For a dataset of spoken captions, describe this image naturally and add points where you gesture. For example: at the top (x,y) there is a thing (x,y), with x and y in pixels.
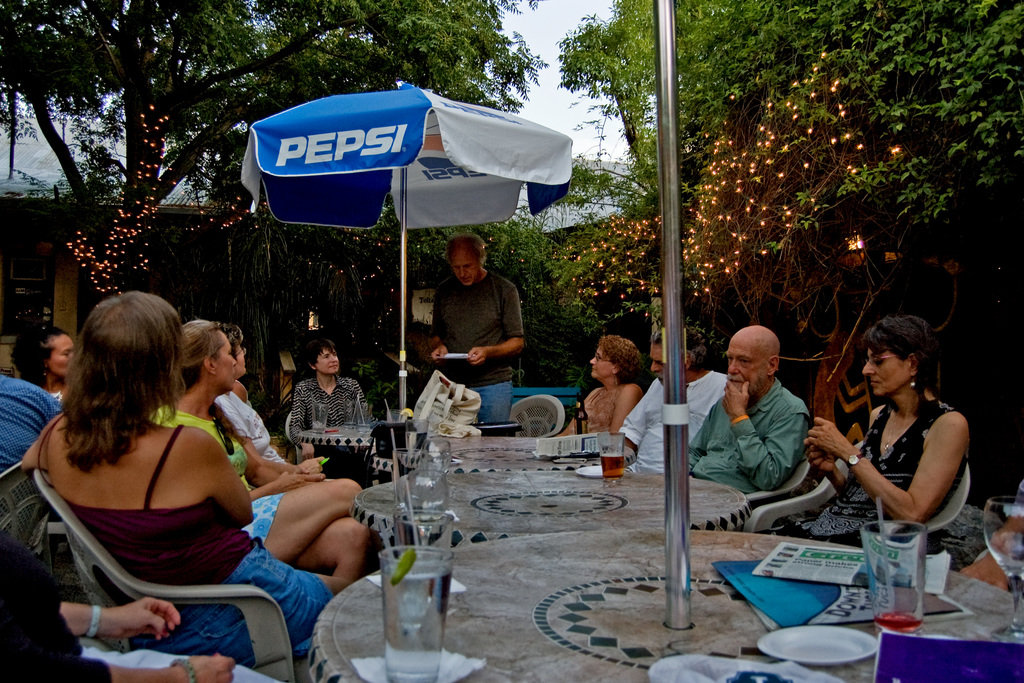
In this image I can see number of people (31,561) sitting on chairs (3,520). Here I see one man (461,254) is standing. I can also see number of tables (594,481) and glasses (391,643) on these tables (594,534). In the background (76,217) I can see number of trees (957,41) and lights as a part of decoration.
